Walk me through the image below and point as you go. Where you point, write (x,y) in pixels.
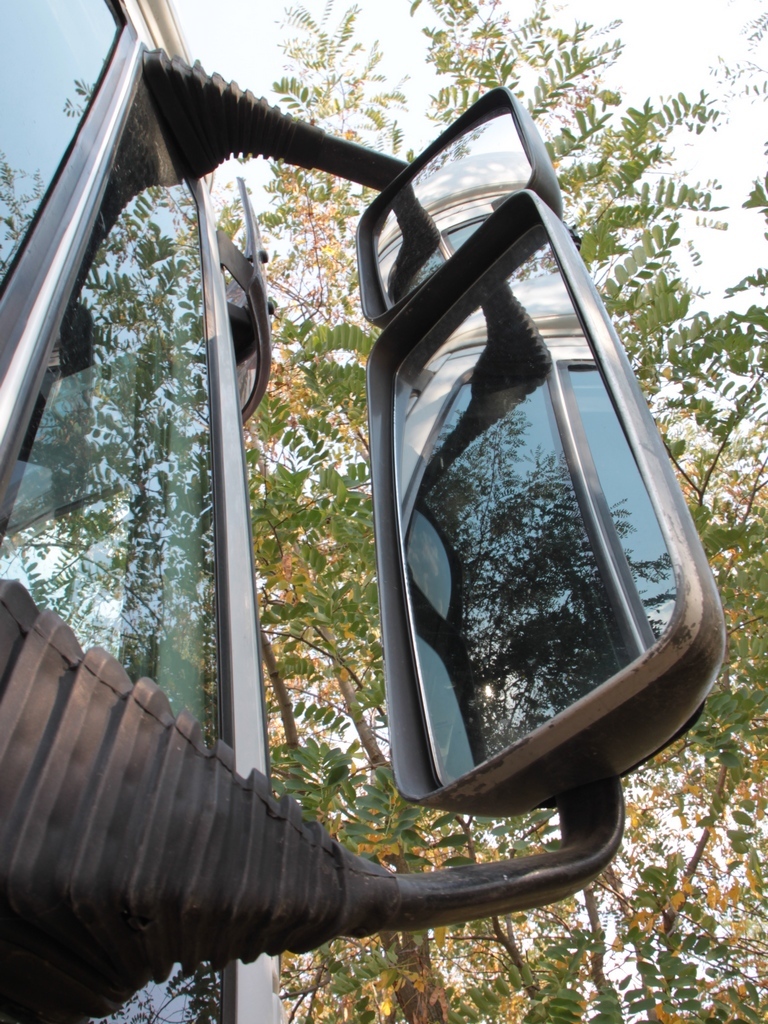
In the picture I can see mirrors (388,593) attached to a glass object (187,518). In the background (270,617) I can see trees (264,610) and the sky (270,40).
